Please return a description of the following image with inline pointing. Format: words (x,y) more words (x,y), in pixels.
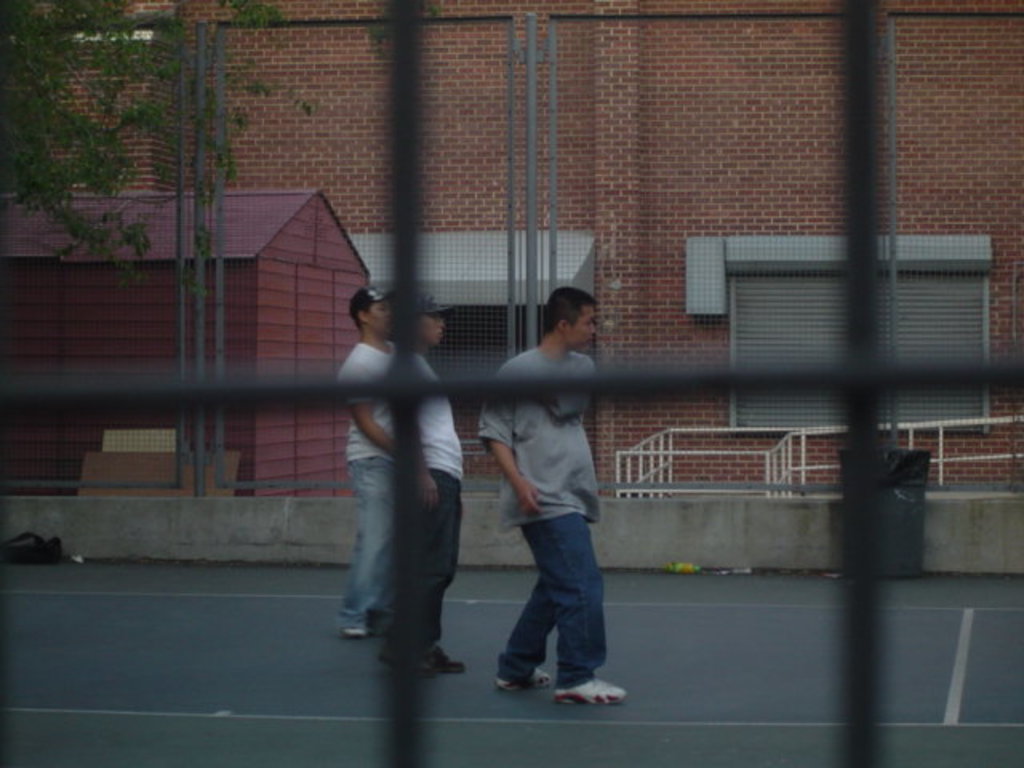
In this image, we can see grills (858,763). Through the grills (665,387) we can see three people (579,566) are standing on the surface (733,734). Background (610,137) we can see brick wall (656,297), poles (220,451), mesh (323,273), shed (211,449), rods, few objects (204,465) and tree (100,167).
